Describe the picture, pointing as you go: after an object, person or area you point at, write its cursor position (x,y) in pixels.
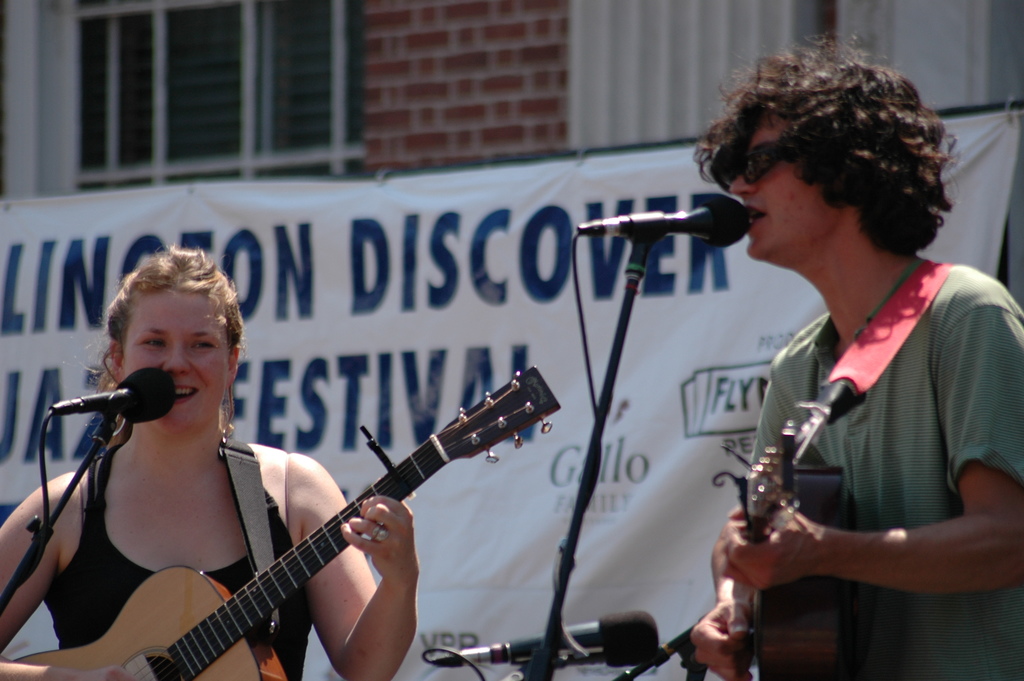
This image is clicked outside. It looks like a musical concert. There is a banner (456,267) back side. There are two people (927,421) in this image one is on the right side (825,567) and the other one is on the left side (225,537). Both of them are playing guitar (201,654) and singing something. There is a building (542,146) behind them, to that building (299,71) there are Windows (329,82) and window blinds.
